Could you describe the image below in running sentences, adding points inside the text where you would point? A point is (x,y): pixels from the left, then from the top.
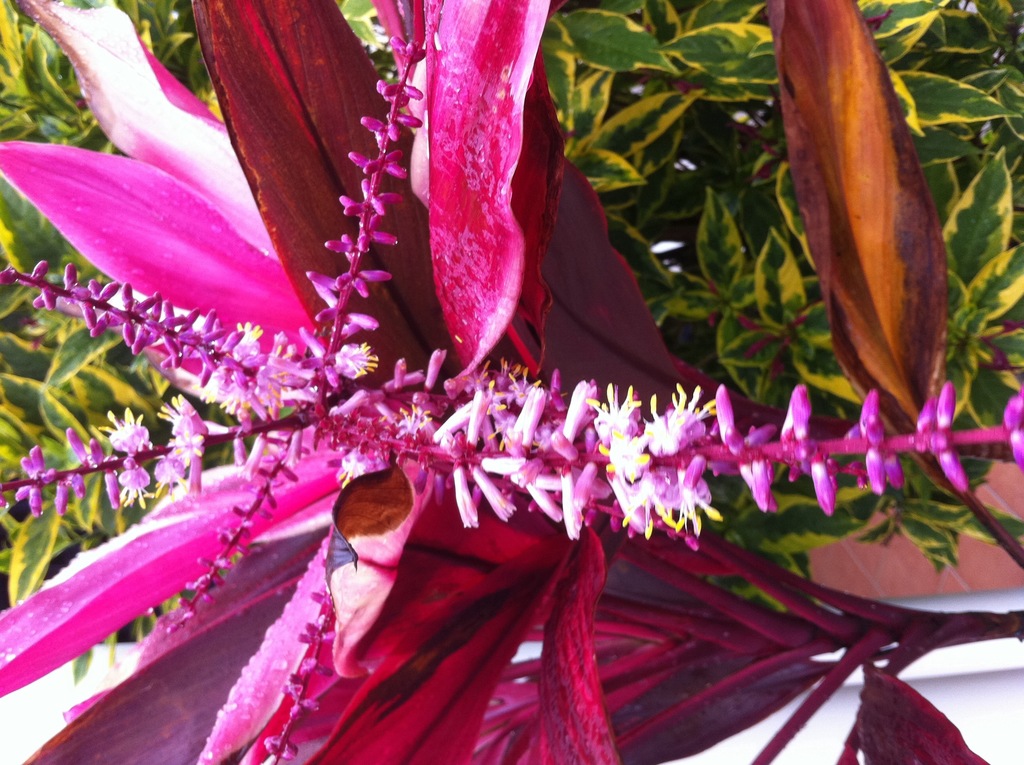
In the foreground of this image (519,628), there is a pink color flower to the plant (840,642) and in the background (847,387), there are plants (728,190).
